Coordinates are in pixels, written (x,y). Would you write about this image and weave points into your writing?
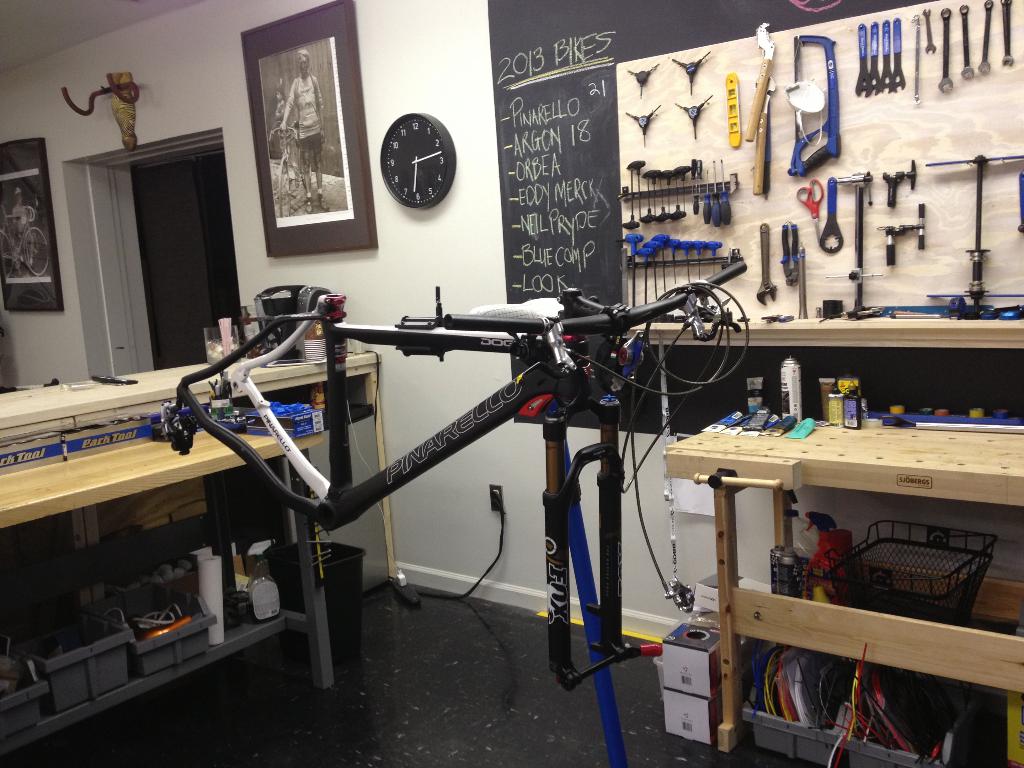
In this image there is a body of a cycle (535,339), on either side of the body (344,425) there are tables (800,454), on that tables (737,455) there are parts (800,434), in the background (51,98) there is a wall (636,591) to that wall (317,3) there is a board (657,60) on that board (658,57) there are equipment (649,252), clock (408,148) a frame (339,81) and there is a door (225,201).
